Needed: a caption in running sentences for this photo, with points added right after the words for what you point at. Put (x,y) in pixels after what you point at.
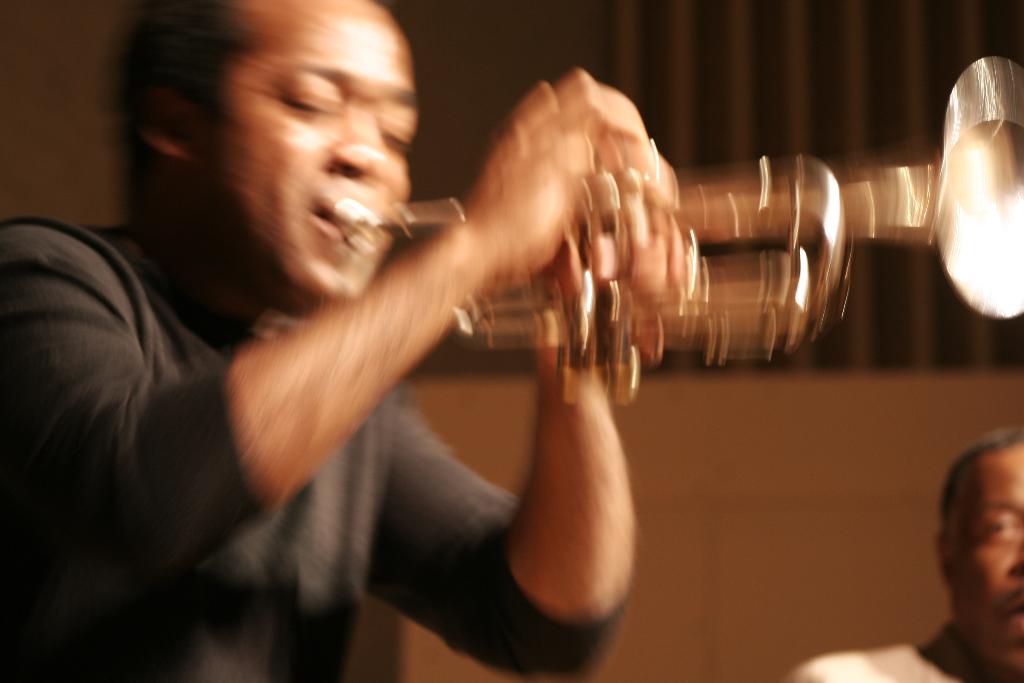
In the image there is a man (417,337) playing trumpet (462,340) and behind him there is an old man (970,601).
